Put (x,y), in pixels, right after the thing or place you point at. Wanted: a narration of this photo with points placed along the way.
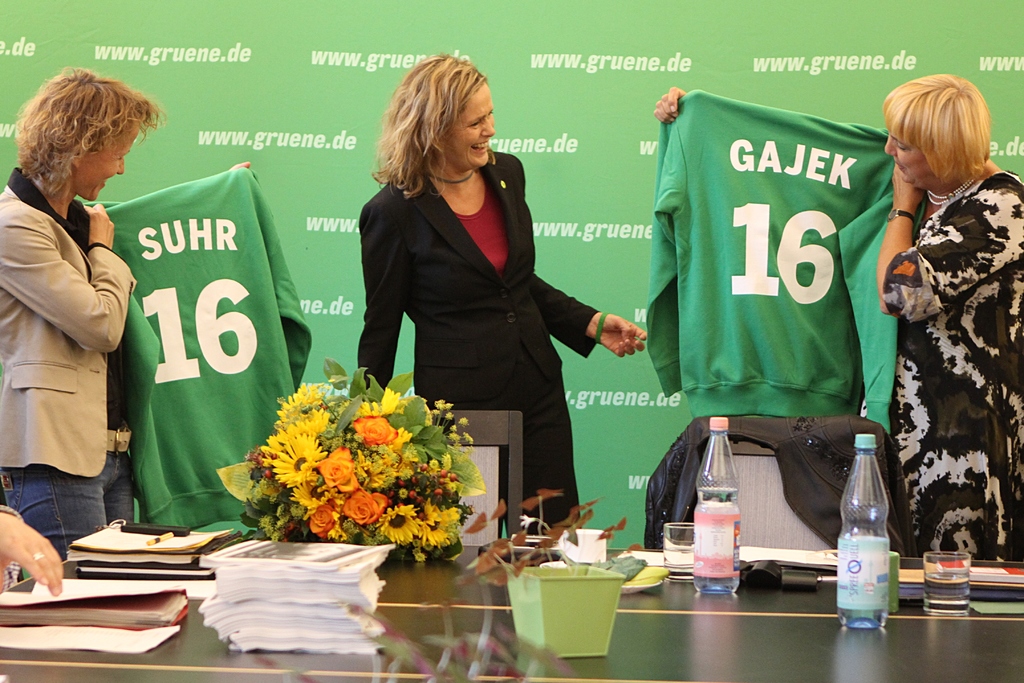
In this image i can see few persons (392,267) standing holding t shirts (808,259) in their hands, In front of them i can see a table (416,615) on which there are few books (306,618), few files (176,580), few water bottles (716,502) and few glasses (692,571). In the background (319,78) i can see a banner (346,142).
